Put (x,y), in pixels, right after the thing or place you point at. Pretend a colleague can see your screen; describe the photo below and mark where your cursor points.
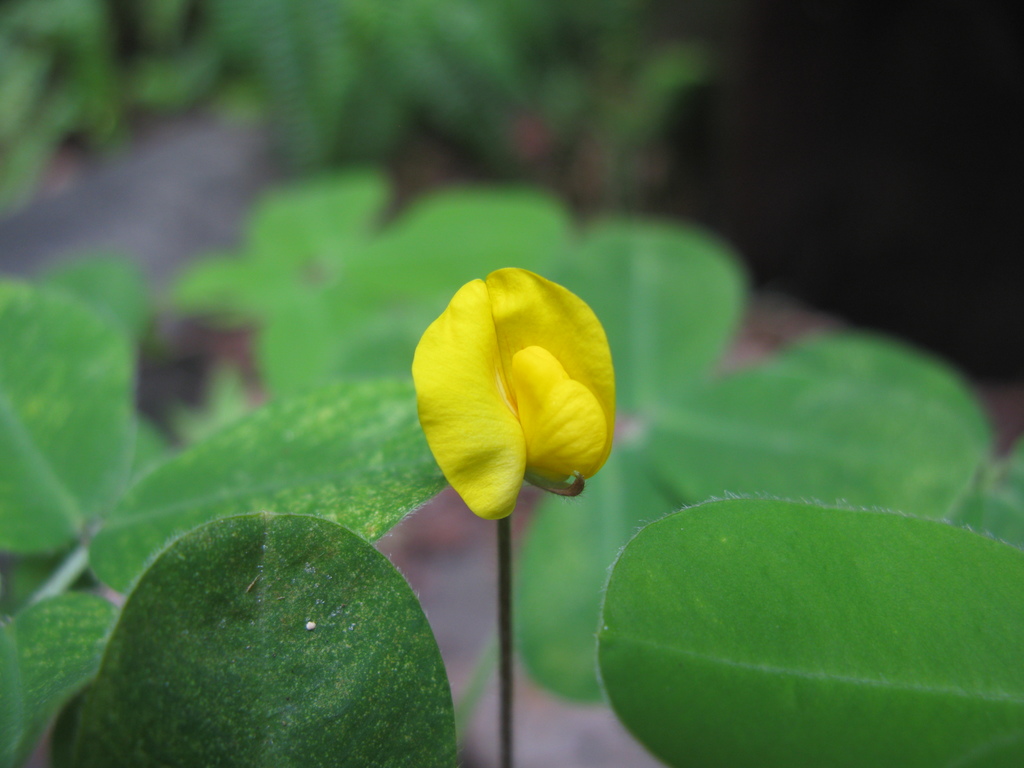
In this image there is a yellow flower (499,401). Few leaves (540,208) are there. In the background (397,125) there are plants (420,112).
